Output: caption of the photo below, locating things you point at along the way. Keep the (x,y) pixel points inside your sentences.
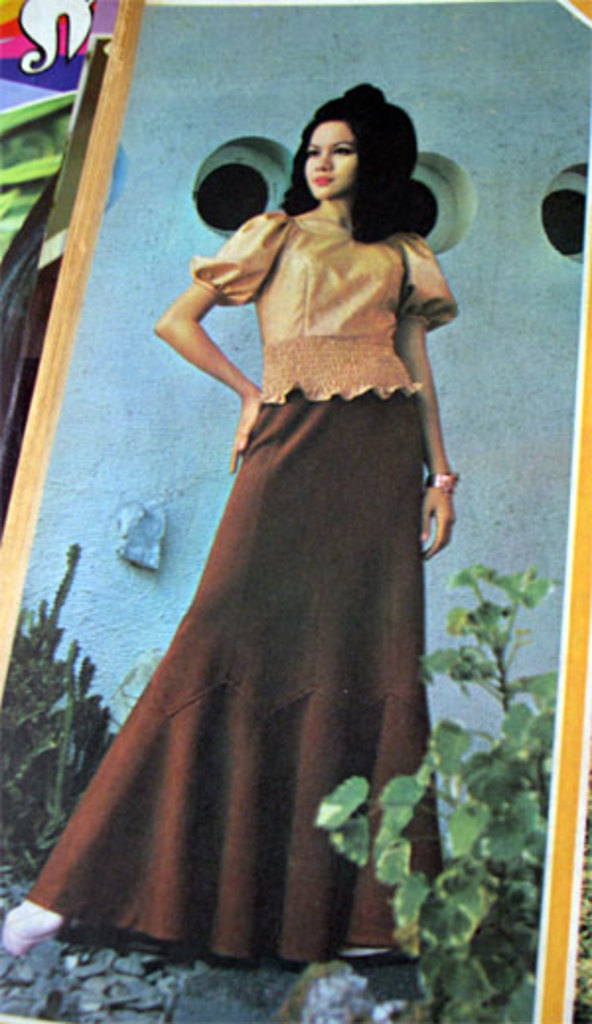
In this picture I can see a photo (297,343) of a woman (397,476) standing and there are plants (500,760) and a wall (441,6) in the photo (85,839), and in the background (37,216) there are some items (23,261).
